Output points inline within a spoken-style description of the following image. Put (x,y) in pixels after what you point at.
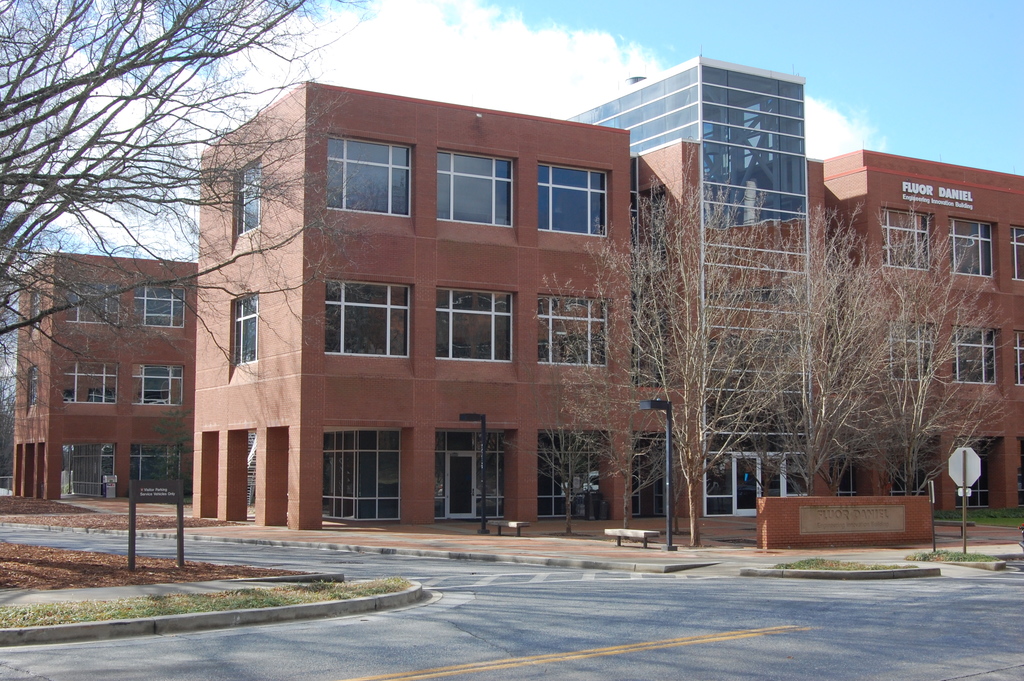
In this image there are clouds (531,53) in the sky (723,33), there are buildings (437,299), there are trees (761,322), there are benches (631,534), there are streetlight (482,516), there is a board (959,475), there is grass (227,605), there is a road (355,574).
